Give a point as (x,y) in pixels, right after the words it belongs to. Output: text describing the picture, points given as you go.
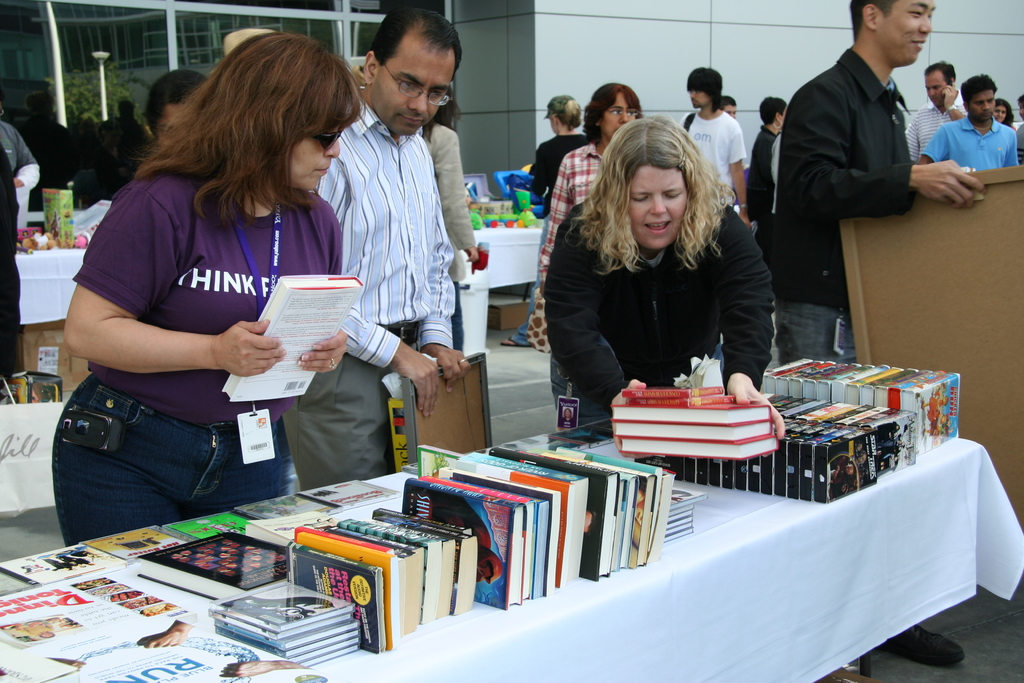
In this image there are some persons (735,217) are standing in middle of this image (660,296) and the person (232,323) is at left side of this image (304,291) is holding book (292,361) and there is a table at bottom of this image (401,493) and there are some books (740,438) are kept on it. There is a building (534,96) in the background (583,96) and there are some glass doors (185,35) at top left corner of this image (150,61) and there is an another table (41,280) is at left side of this image (81,232) and there are some objects (46,236) kept on it.
